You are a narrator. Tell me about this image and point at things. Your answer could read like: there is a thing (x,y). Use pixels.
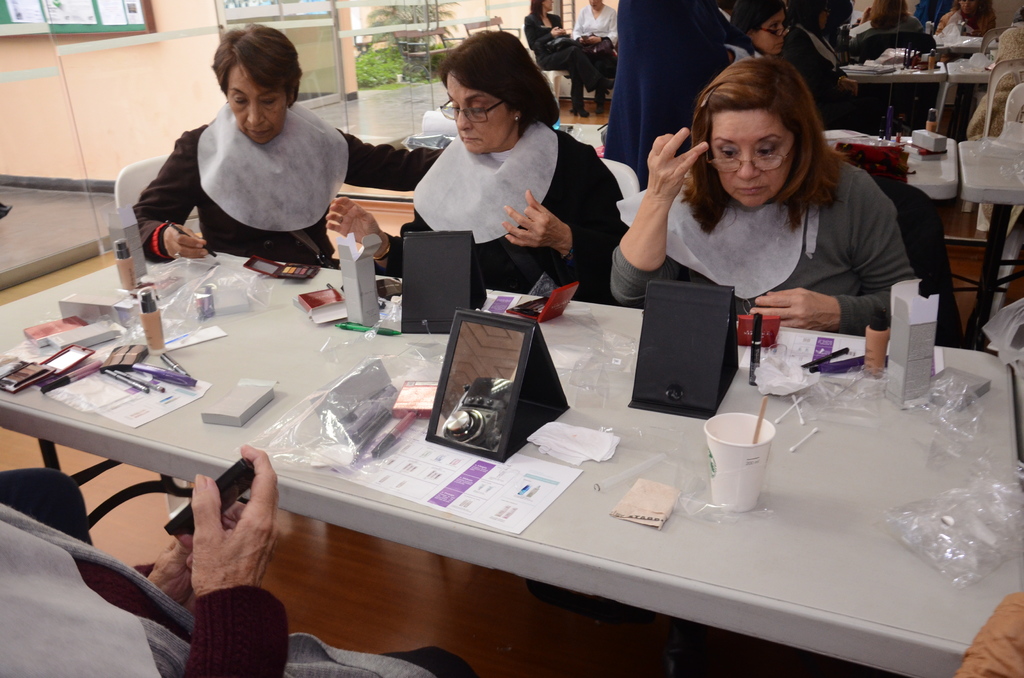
people (597,168) are sitting on the chairs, across the tables (826,483). on a rectangular table (824,469) there are cup (729,446), mirrors (478,361), covers (713,491), papers (475,472) and makeup products (160,346). 3 people (622,280) are sitting on the chairs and applying makeup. to their right there is a door (171,64). behind that there are trees (390,44).
